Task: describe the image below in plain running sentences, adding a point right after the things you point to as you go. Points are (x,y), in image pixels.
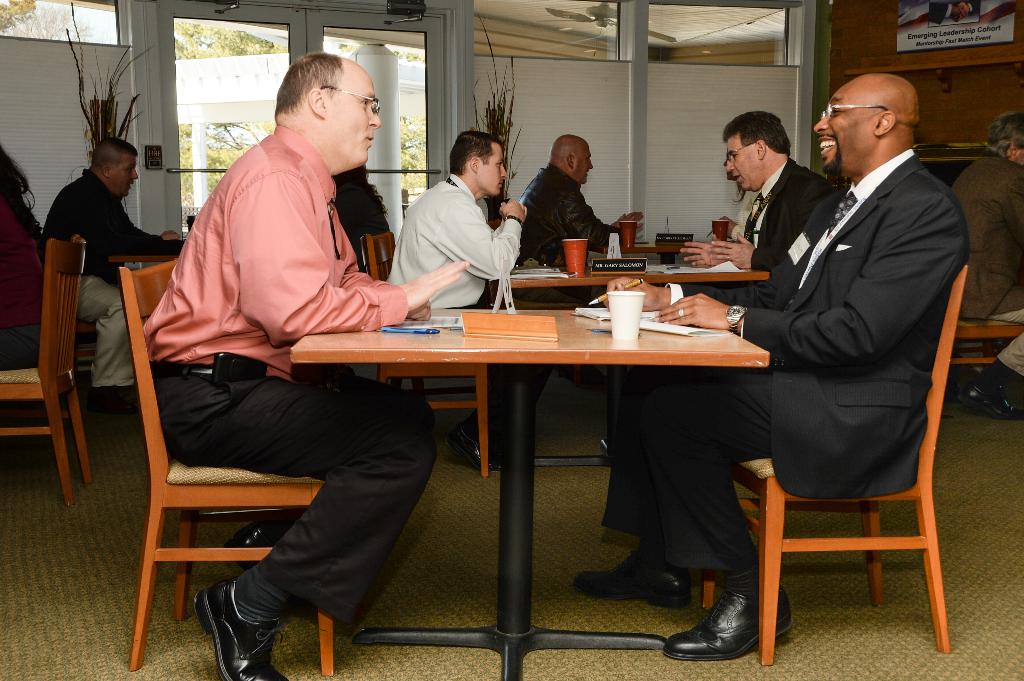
In this image I can see the group of people (566,172) sitting in-front of the table (482,357). On the table (612,344) there are papers (679,329) and the cup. In the background (272,113) there is a board (904,40) and the glass door (253,63). Through the glass (239,67) we can see some trees (207,52).
